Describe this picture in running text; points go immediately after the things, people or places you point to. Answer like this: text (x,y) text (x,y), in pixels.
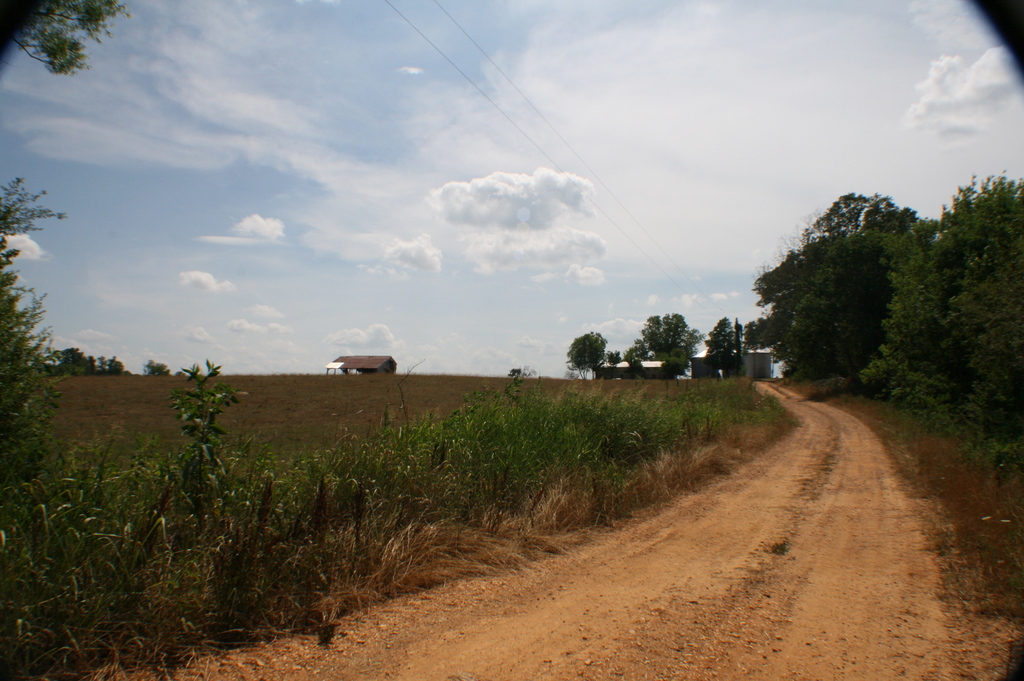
In this picture I can see the farmland (244,378), trees (996,358), plants (293,523) and grass (145,483). On the right (858,425) there is a road (797,544). In the background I can see the shed (357,362). At the top (526,52) I can see the electric wires (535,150), sky (542,97) and clouds (576,37).
